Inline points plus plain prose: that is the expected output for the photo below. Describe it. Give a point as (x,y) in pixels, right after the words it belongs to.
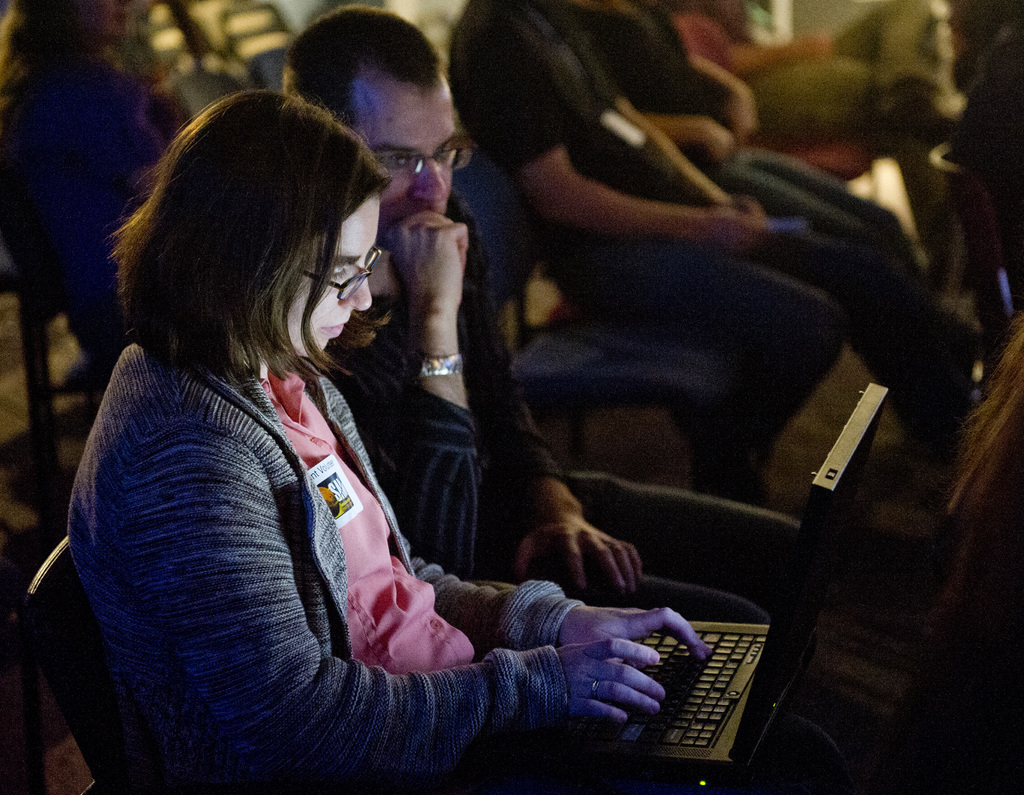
In this image few people (413,412) are sitting on chair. In the foreground (373,645) a lady (305,652) is using a laptop (715,645). In the background (156,99) there are few chairs (163,54) and a person (114,104) is there.
